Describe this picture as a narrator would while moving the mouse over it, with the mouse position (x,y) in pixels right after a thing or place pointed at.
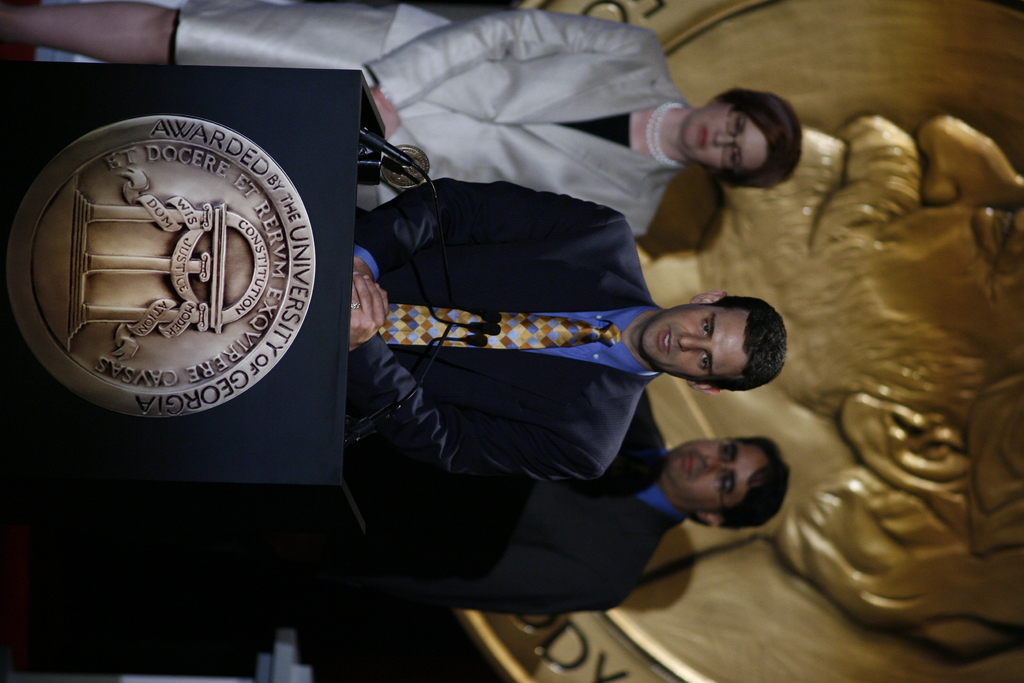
In this image there are three people (537,240) standing. In the center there is a podium (132,419). On the wall (97,421) of the podium (306,178) there is a logo (138,275). There is text (149,202) near the logo (241,364). On the podium (333,204) there are microphones (436,356). Behind them there is a wall (428,659). There is a coin sculpture (886,386) on the wall (440,654).
